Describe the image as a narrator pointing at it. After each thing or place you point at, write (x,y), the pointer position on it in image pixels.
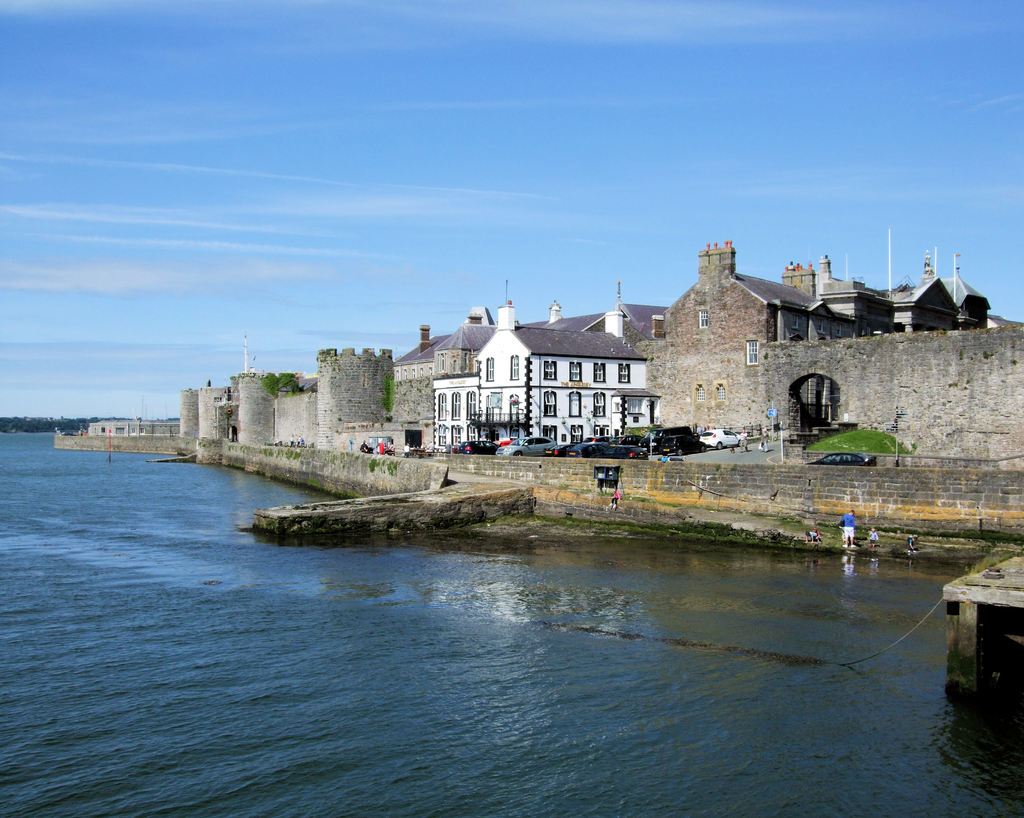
In this image few vehicles (502,453) are on the road (730,450). Few persons (814,533) are on the land (680,527) before the wall (798,511). Bottom of the image (718,561) there is water (452,630). Background (92,423) there are few buildings (495,418). Top of the image (565,220) there is sky (505,270). Left side (1,424) there are few trees (41,430) on the land (68,423).
